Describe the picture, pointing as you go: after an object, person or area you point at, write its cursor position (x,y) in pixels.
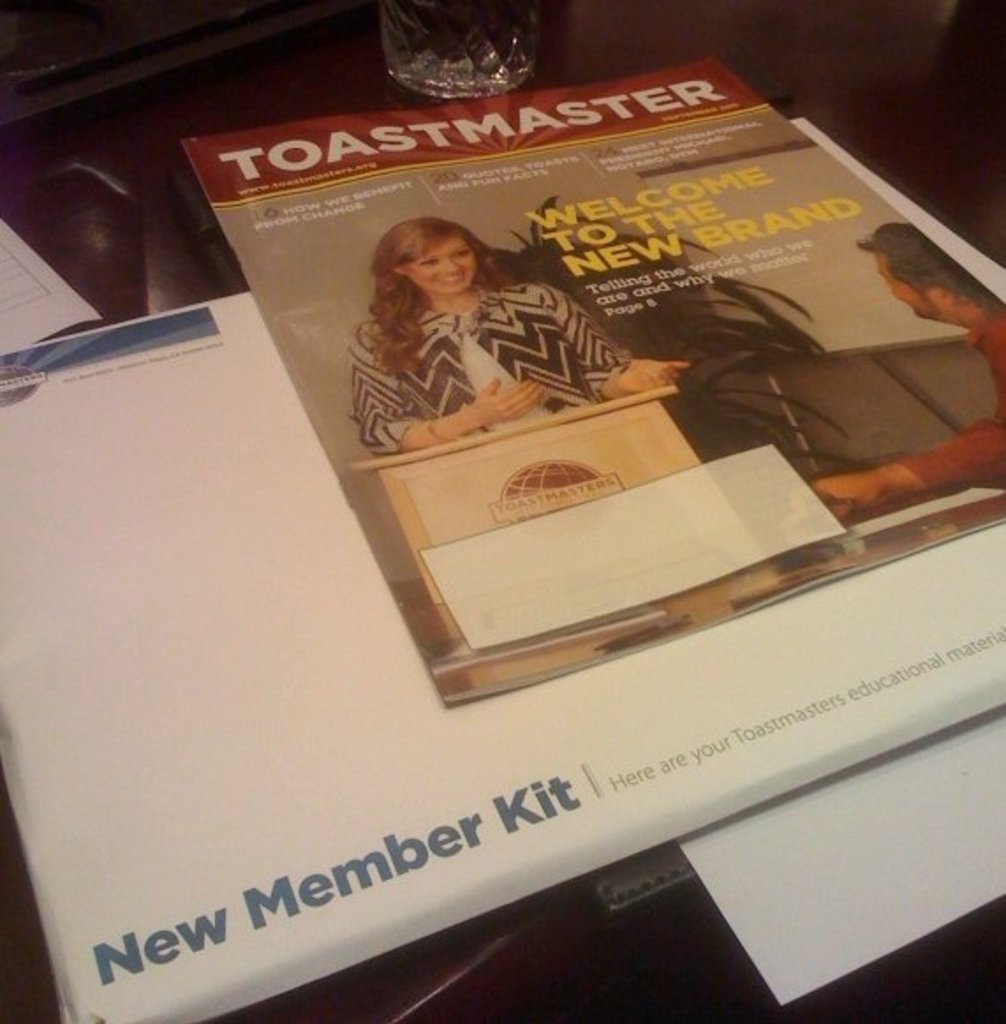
It is a pamphlet (535,345) on this there is a picture (428,178) of a woman (564,378). At the top (430,49) it's a glass (394,37).
